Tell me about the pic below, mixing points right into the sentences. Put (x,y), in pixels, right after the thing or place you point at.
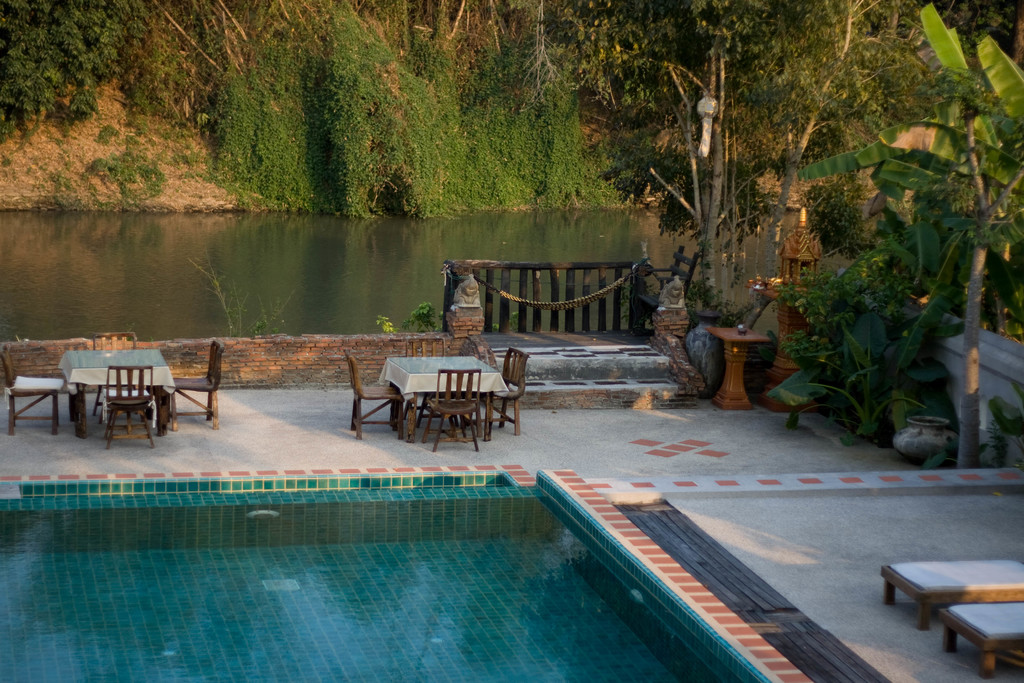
In the foreground of this image (370,616), there is a swimming pool (485,626), few benches like objects (944,623) on the right (987,612). In the middle (504,383), there are tables (159,359), chairs (213,363), few plants (896,356), trees (726,211) and a railing (574,281). In the background (324,246), there is water (215,237) and the greenery (480,77).
